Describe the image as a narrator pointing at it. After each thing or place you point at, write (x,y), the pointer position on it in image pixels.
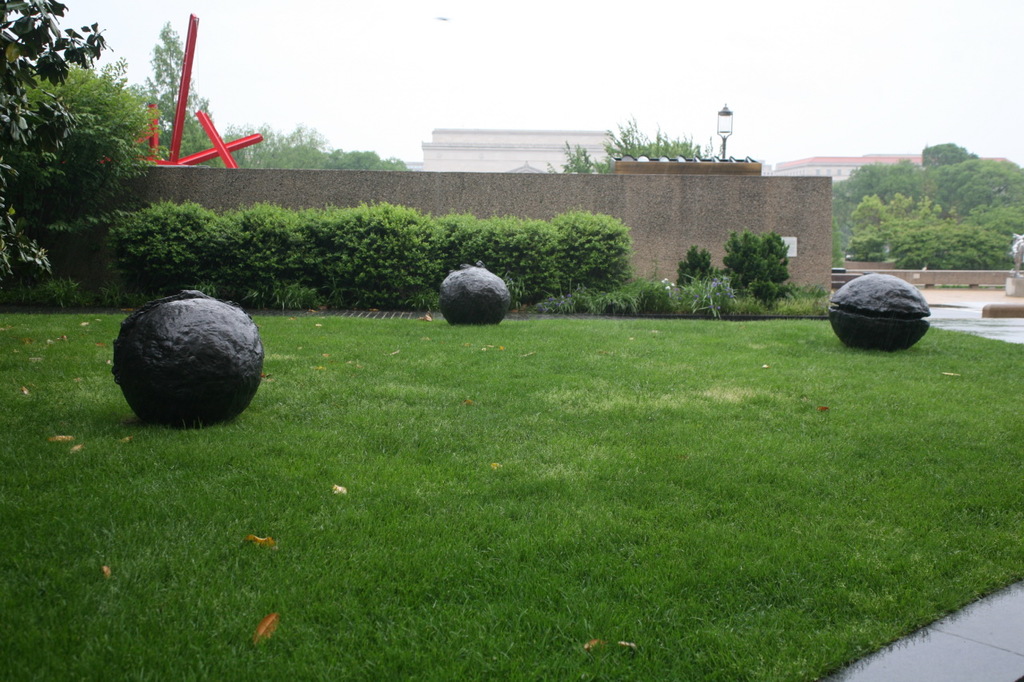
In this image we can see three balls (451,312) placed on the ground (667,360). In the background (112,133) we can see group of plants (211,235), buildings (536,153), poles (173,146) and sky (792,108).
